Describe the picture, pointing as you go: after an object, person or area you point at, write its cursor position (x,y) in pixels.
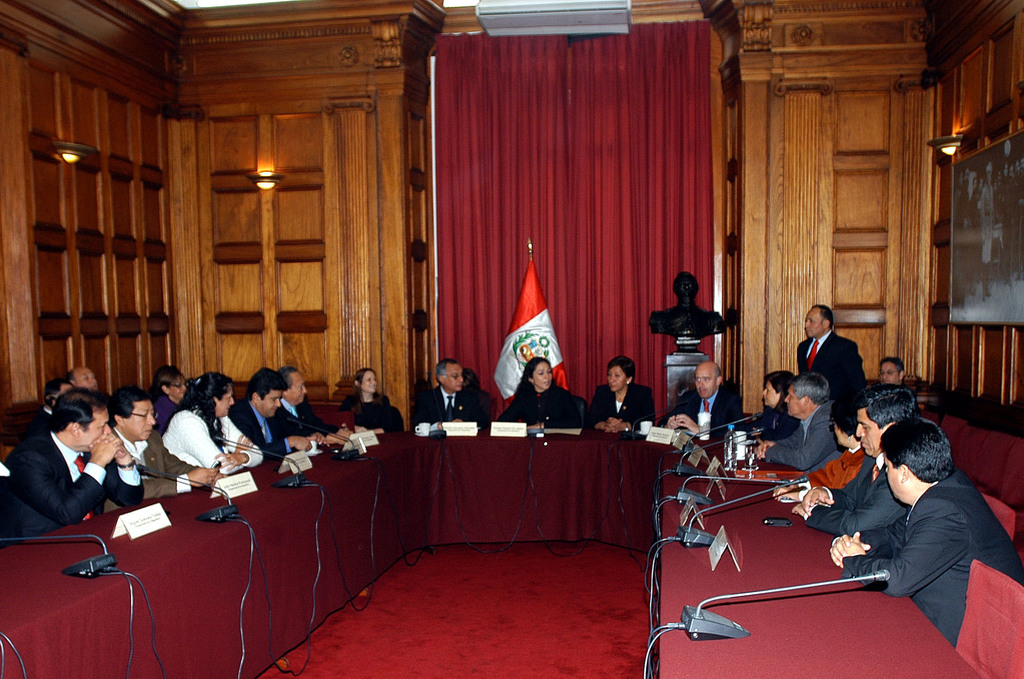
In this image we can see a group of persons (834,549) sitting on chairs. In front of the persons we can see few objects (688,470) on a table (454,503). Behind the persons (369,372) we can see a wooden wall (390,370), flag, sculpture (681,308) and a curtain (636,256). On the wall (939,328) we can see the lights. On the right side (968,317), we can see a screen (982,283). At the top (522,23) there is a white object (510,27).
